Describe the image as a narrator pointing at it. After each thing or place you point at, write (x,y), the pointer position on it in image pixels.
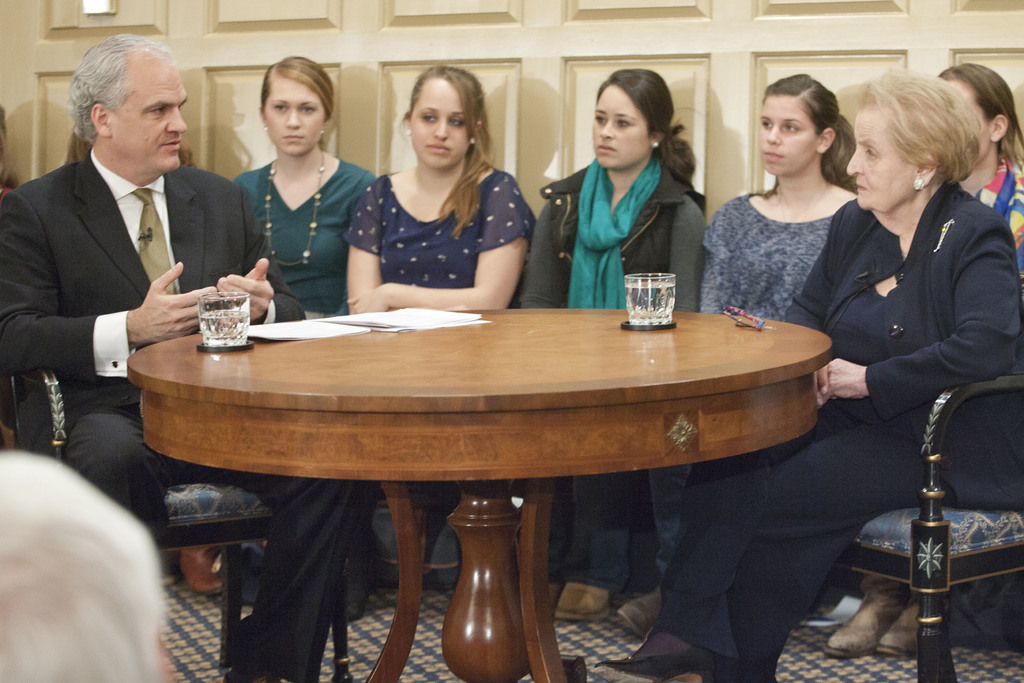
A man (122,248) and a woman (825,548) are sitting in chairs (918,555) at a table (480,571). They are discussing with each other. There are some papers (480,322) and two water glasses (223,317) on the table (659,349).
